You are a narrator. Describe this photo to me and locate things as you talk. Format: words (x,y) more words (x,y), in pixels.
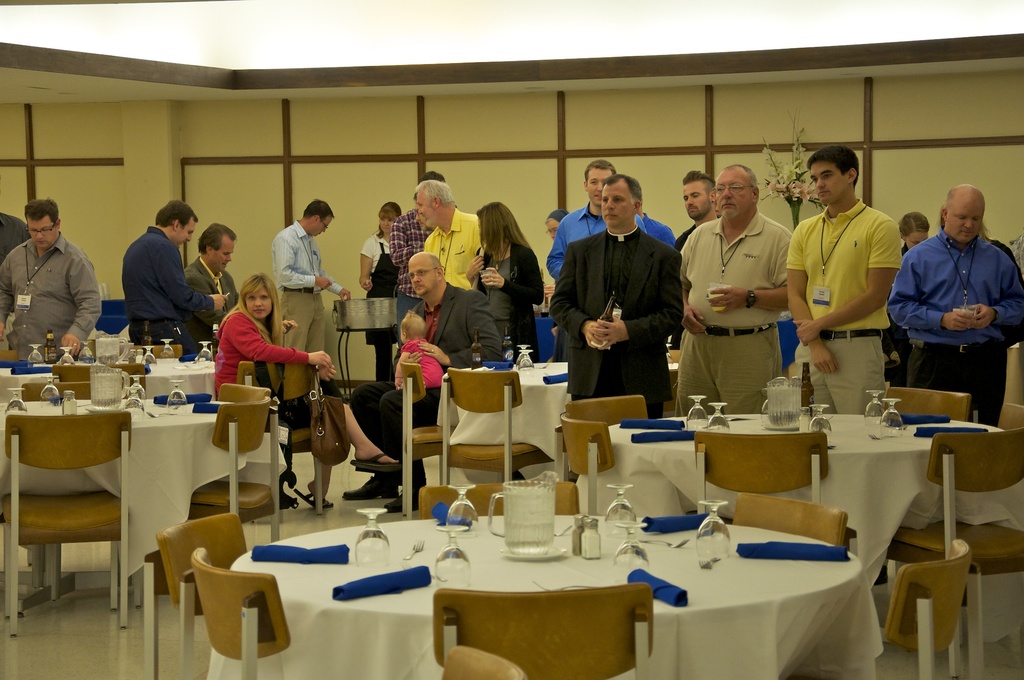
In this image we can see a few people (368,466), among them some are standing and some are sitting on the chairs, we can see few people (378,425) holding the objects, in front of them, we can see some chairs (411,503) and tables (473,545), on the tables (480,567) we can see glasses (375,519), jugs (501,497) and some other objects (655,543), in the background (538,246) we can the flower vase (814,191) and the wall (542,234).
